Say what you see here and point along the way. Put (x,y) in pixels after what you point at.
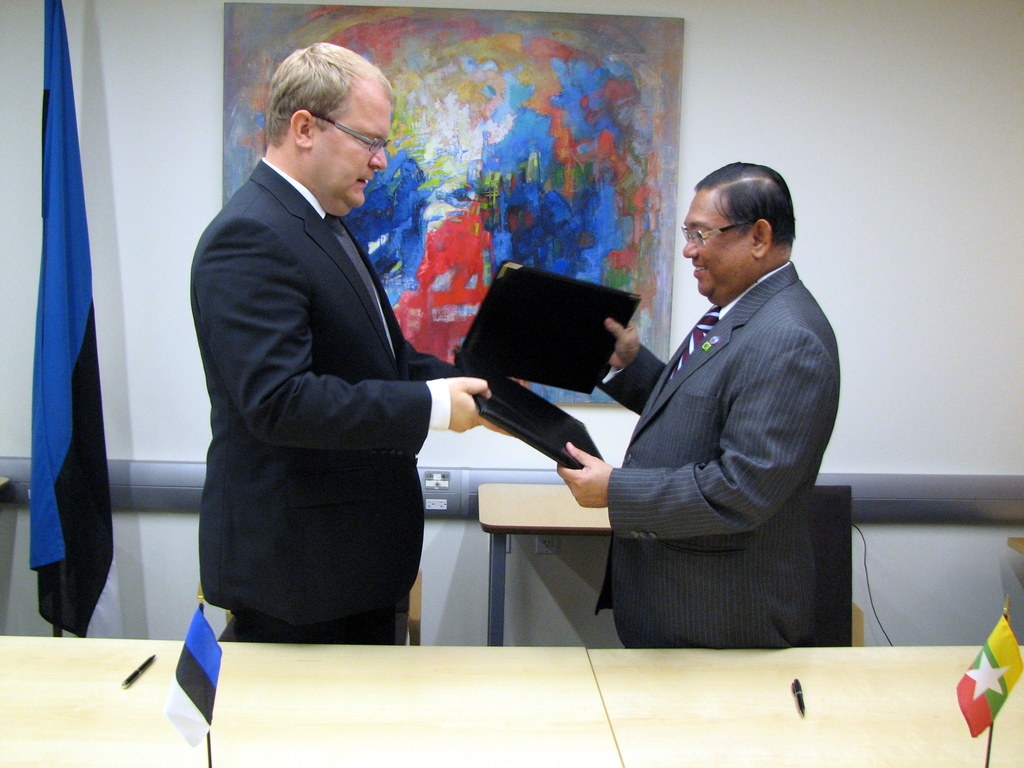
In the middle of the image (394,502) two people (750,208) are standing and holding some files (487,318). In front of them there is a table (282,645), On the table (253,645) there are two flags (964,697) and there is a pen (800,691). Top left side of the image (57,61) there is a flag (65,138). behind the flag (57,47) there is a wall (130,23), On the wall (90,13) there is a paint (552,160).
